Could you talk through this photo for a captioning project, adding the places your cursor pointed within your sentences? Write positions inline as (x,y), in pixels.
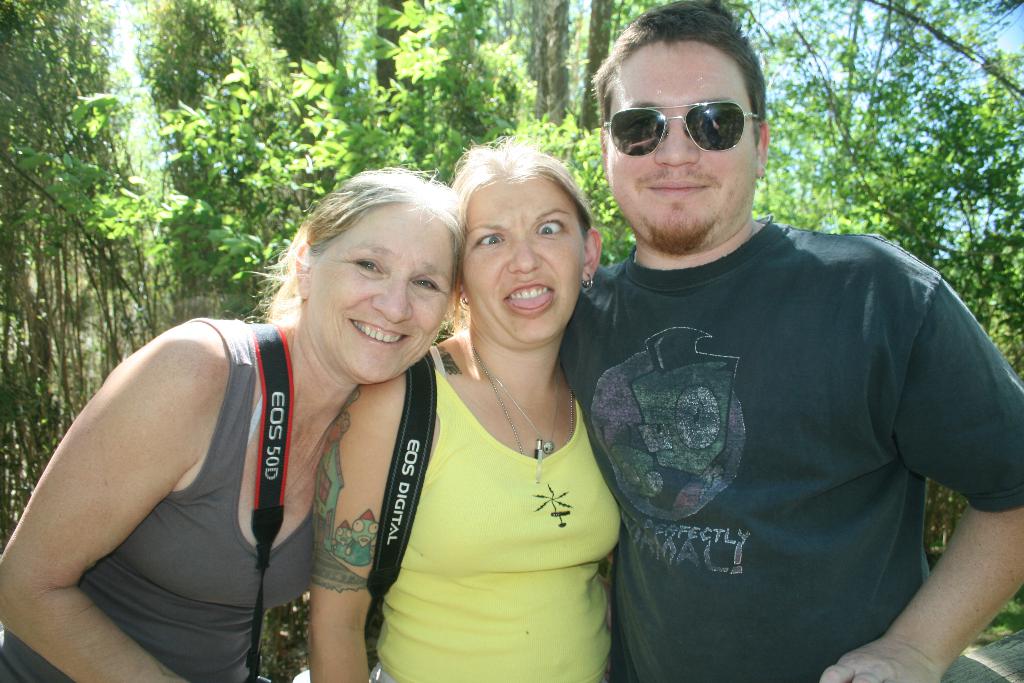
Here we can see a man (710,443) and two women (483,406). In the background (167,297) there are trees (574,107) and sky (842,23).
